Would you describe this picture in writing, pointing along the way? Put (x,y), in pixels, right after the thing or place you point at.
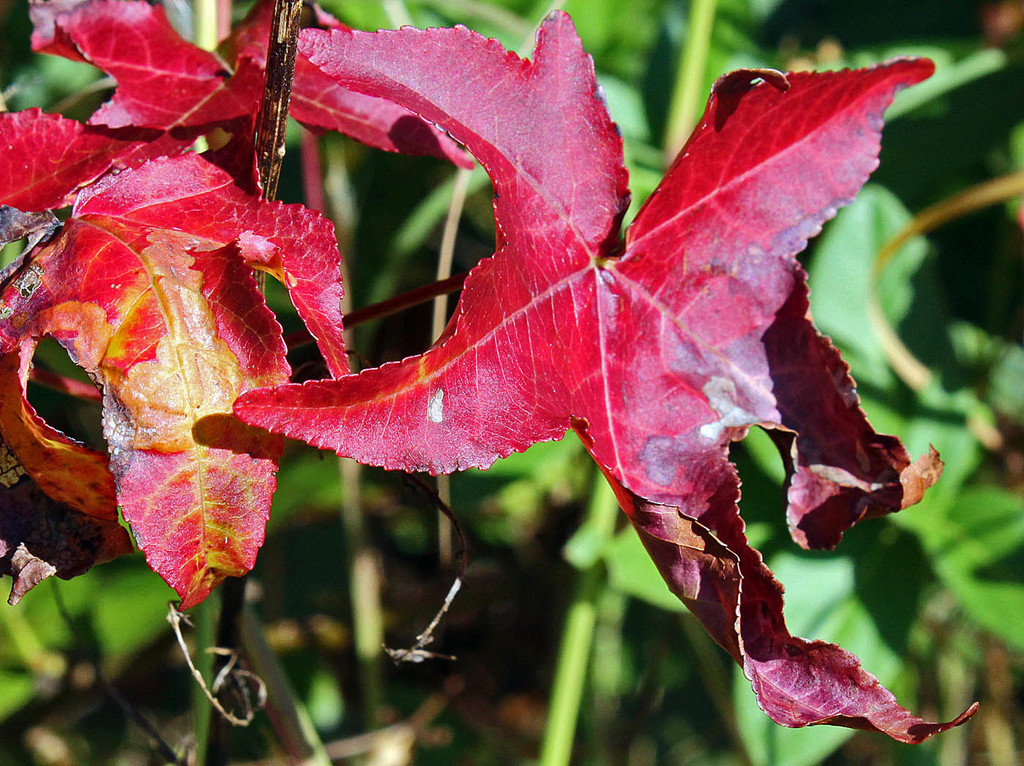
In this picture we can see a few maroon leaves (381,427). There are some plants (34,652) in the background (690,121). Background (633,670) is blurry.
